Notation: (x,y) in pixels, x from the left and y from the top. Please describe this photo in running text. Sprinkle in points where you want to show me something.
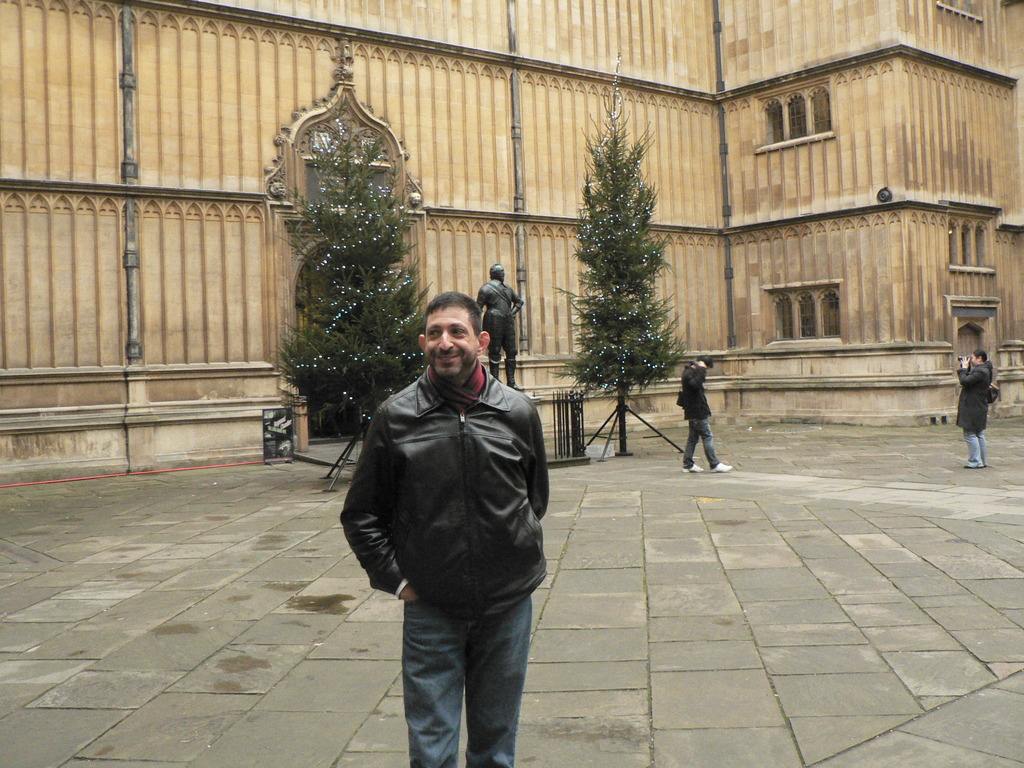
In this image we can see three people (523,596), among them two are holding the objects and also we can see a building (493,258) and sculpture (511,299), there are some trees (350,299), windows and grills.
